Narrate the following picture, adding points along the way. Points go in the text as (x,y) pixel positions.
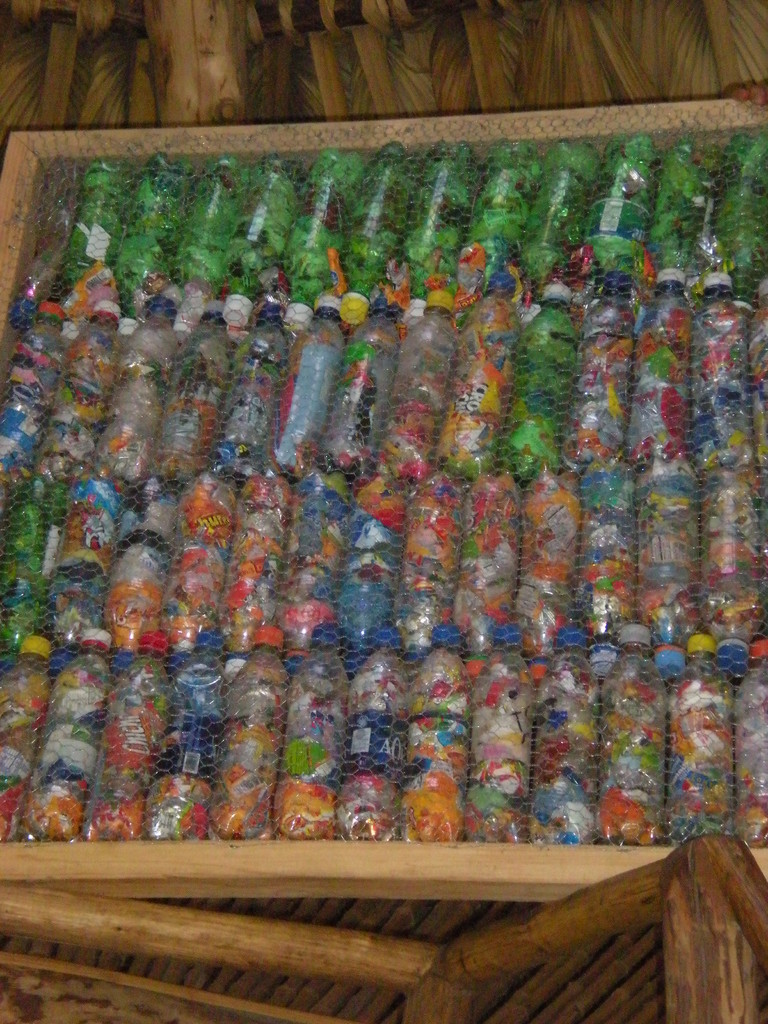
These are the colorful multiple bottles (318,447) arranged in a pattern. These bottles (305,442) are in four rows. These bottles (280,605) are sealed with a thin fencing sheet (68,178). At background (265,39) this looks like a wooden structure (433,934).
